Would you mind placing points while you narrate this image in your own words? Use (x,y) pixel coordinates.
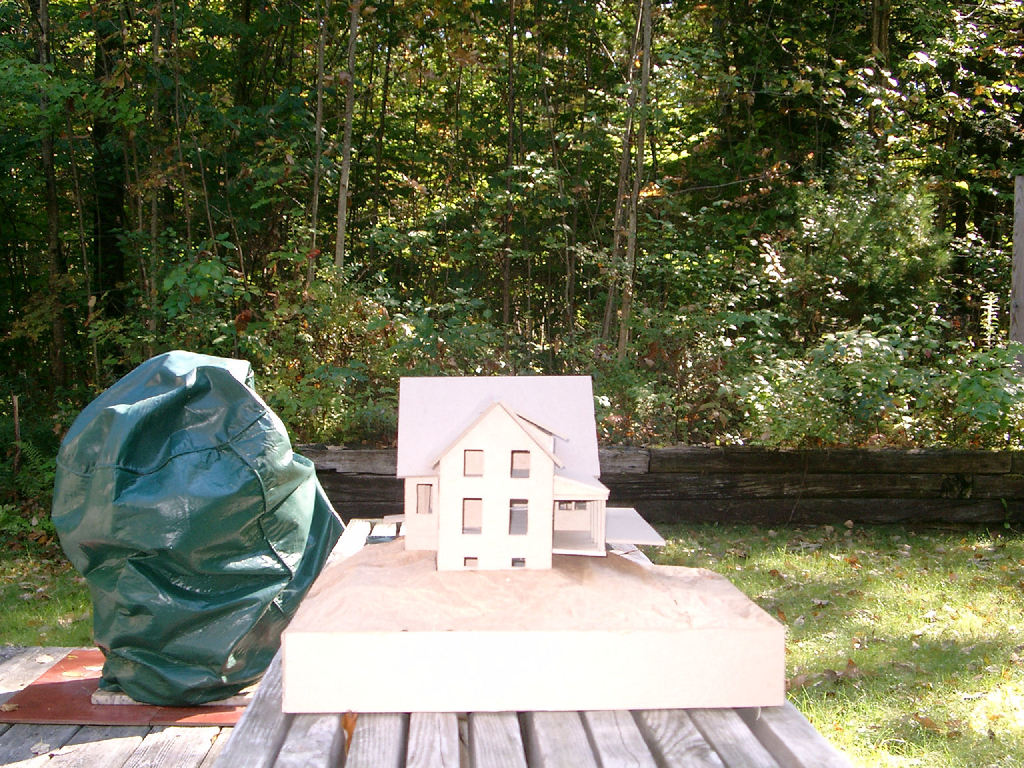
In the picture we can see a wooden table (371,722) on it, we can see a structure of a house (522,565) and beside it, we can see a green color cover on the cardboard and behind the table (730,742) we can see a grass surface (741,546) and behind it we can see plants (835,367) and trees (623,337).
